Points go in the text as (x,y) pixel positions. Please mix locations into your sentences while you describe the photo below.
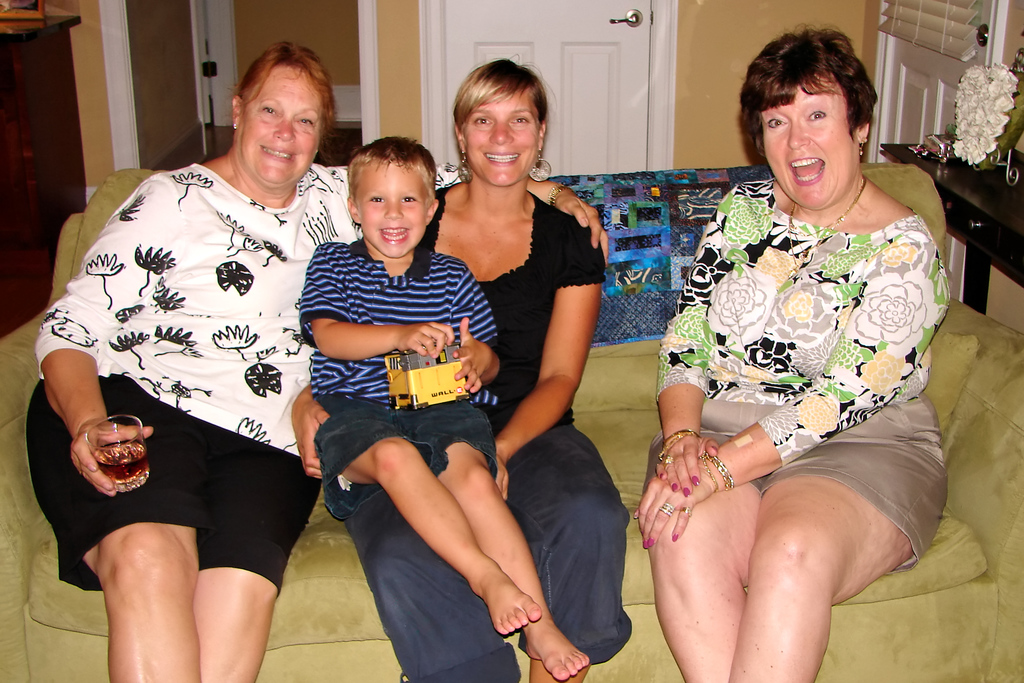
In this image I can see four person (401,302) sitting on the couch (19,365) and the couch (608,404) is in green color, at right (1006,104) I can see few objects (985,159) on the table (967,194), and the table (967,194) is in black color. At the back (609,37) I can see door (542,36) in white color and wall (710,44) in brown color.
